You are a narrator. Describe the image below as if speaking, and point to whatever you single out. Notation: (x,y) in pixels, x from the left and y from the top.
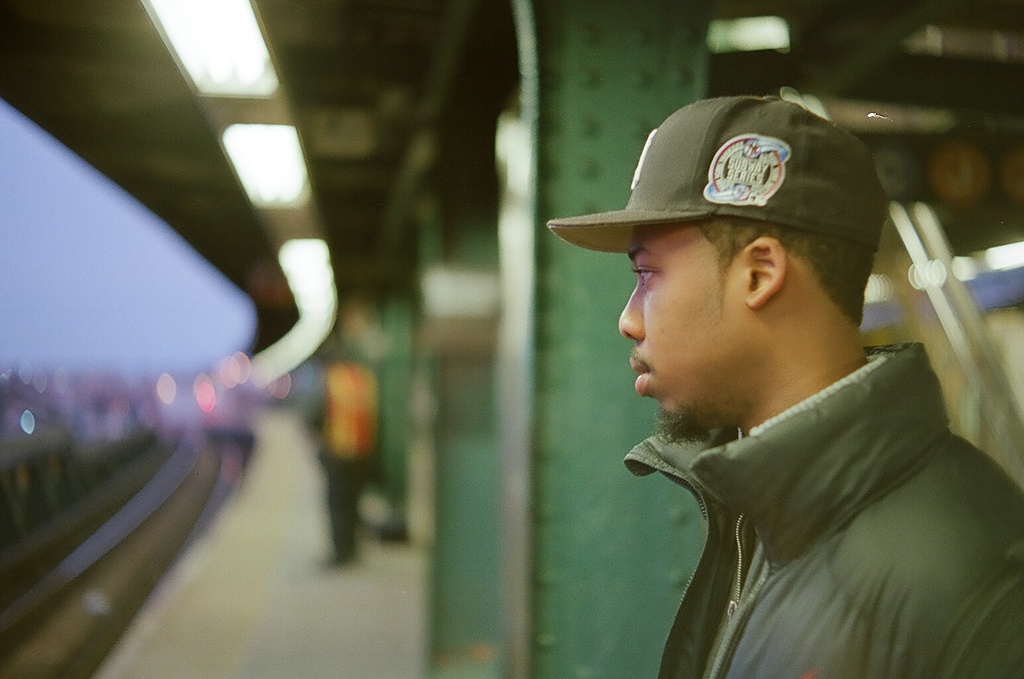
In this image there is a person (799,619). There are metals pillars (611,71). There is railway track (140,505) on the left side (161,518). There is blurry in the background (344,415).
